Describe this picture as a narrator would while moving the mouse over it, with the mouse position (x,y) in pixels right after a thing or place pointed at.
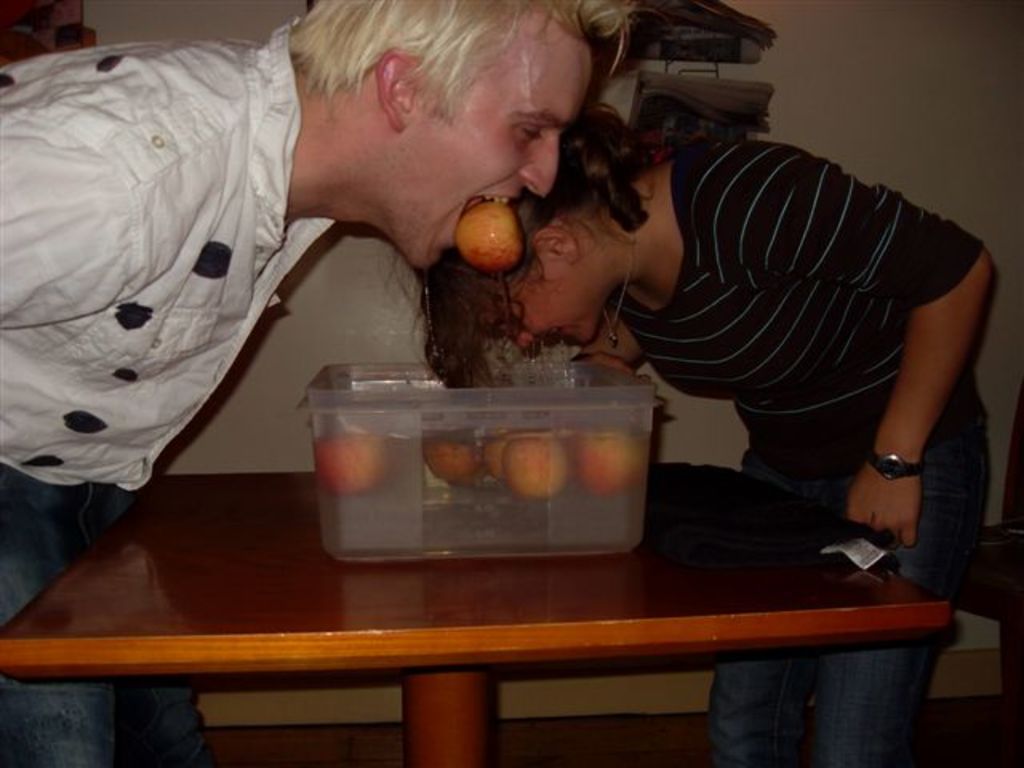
In this picture I can observe a man (226,210) and a woman (748,274) in front of each other. There is a table (371,651) in between them. I can observe a box (443,415) on the table (409,609) in which apples (451,442) are placed. In the background (332,317) there is a wall (928,94).
